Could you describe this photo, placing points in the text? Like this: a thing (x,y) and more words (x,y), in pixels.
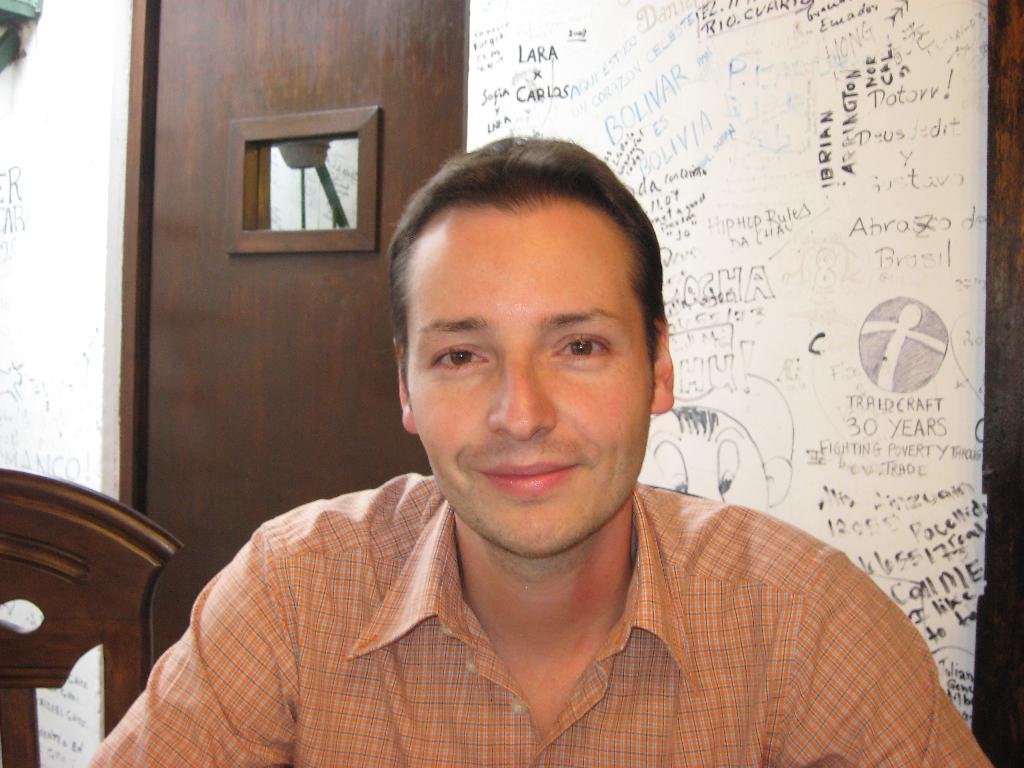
In this image we can see a person (499,602). On the left side of the image (79,545) there is an object (55,571). In the background of the image (348,164) there is a door (165,228), wall (773,432) and something is written on the wall (853,377).
